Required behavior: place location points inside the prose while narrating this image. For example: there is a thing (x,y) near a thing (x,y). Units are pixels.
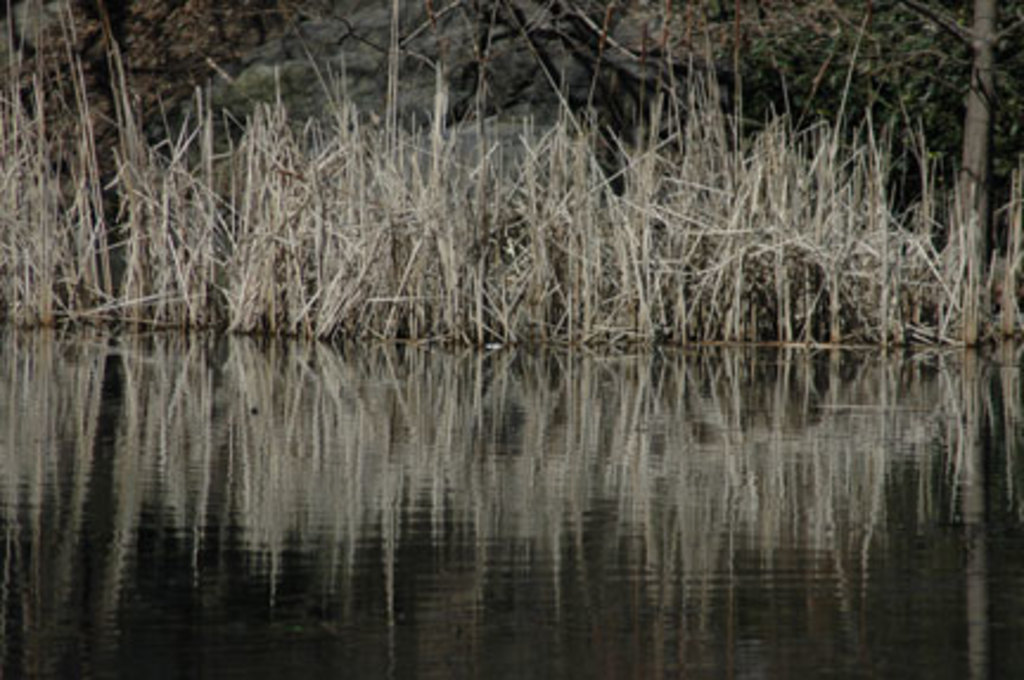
This picture is clicked outside. In the foreground (390,503) we can see a water body (781,447). In the center (529,234) we can see the grass (437,215). In the background (955,71) we can see the trees (961,56).
